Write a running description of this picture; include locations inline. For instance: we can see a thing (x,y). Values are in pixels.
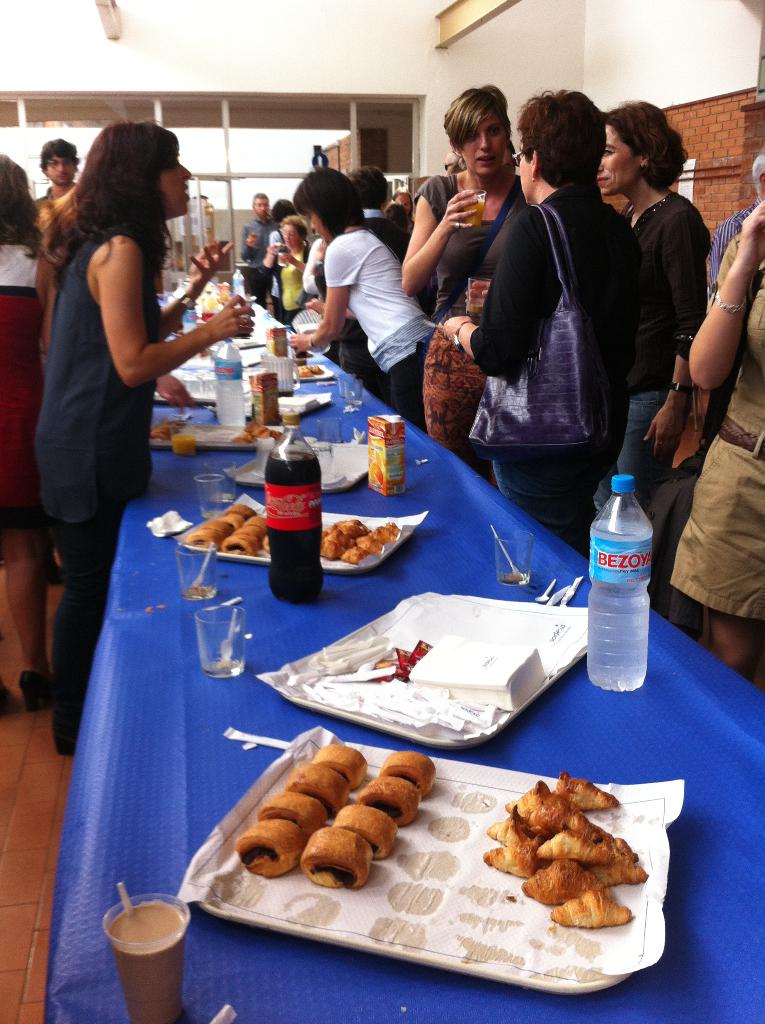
As we can see in the image there is a white color wall (628,69), window (333,146), few people (669,371) here and there and a table (703,966). On table (705,954) there are plates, trays (290,664), bottles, glasses (149,952) and different types of food items (347,545).
